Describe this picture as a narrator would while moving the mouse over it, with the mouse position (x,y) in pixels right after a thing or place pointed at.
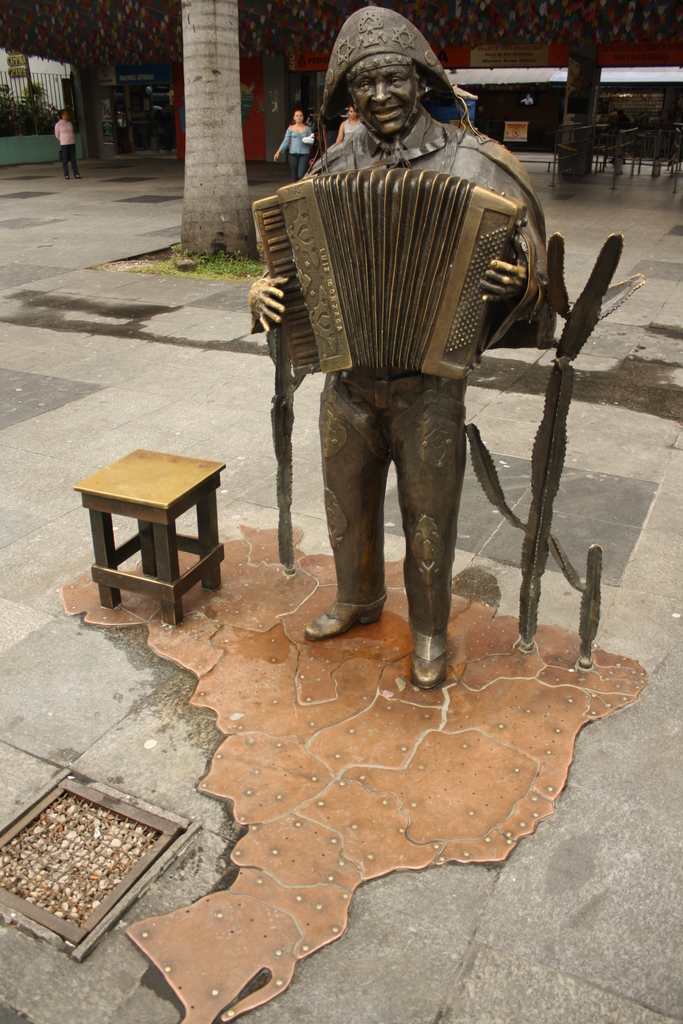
This is a statue (464,283). In this statue (349,89) a person (407,476) is holding an accordion (380,245) and he is wearing a cap (354,55). Near to him there is a stool (168,464). And in background (203,121) there is a tree (203,162) and one lady (295,142) is walking and some shops (461,57) are there also some chairs (615,145) are there.
